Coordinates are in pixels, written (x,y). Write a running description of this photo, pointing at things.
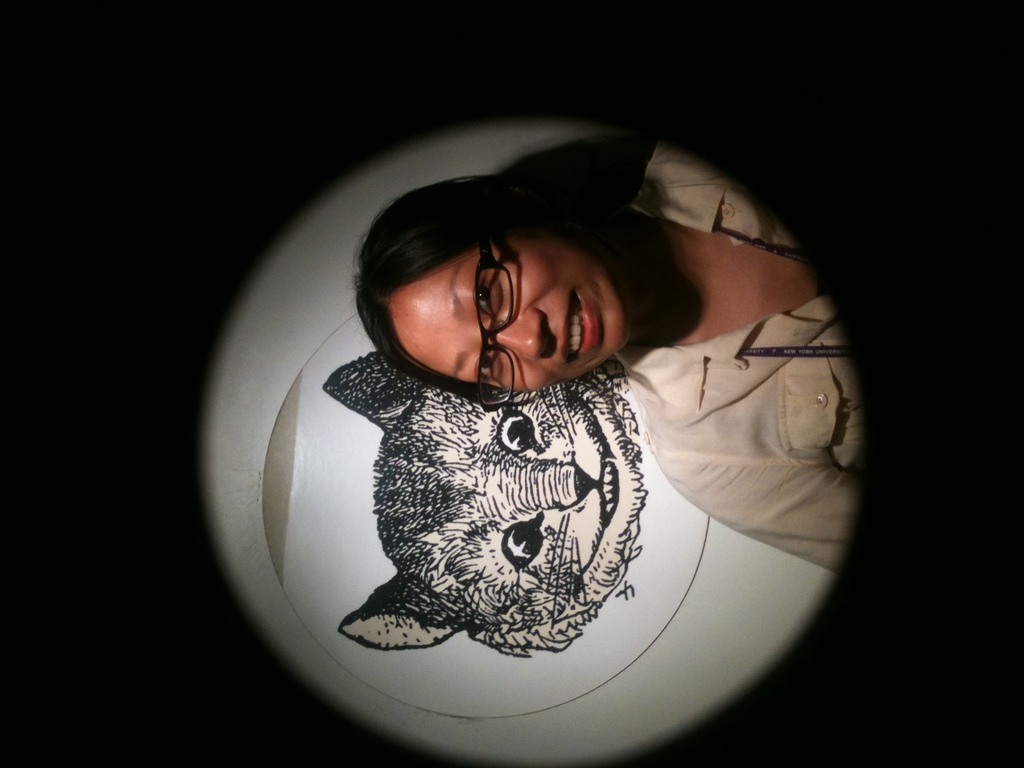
Here we can see a woman (817,401) and she wore spectacles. There is a drawing (543,565) of a cat (601,499) and surroundings it is dark.
